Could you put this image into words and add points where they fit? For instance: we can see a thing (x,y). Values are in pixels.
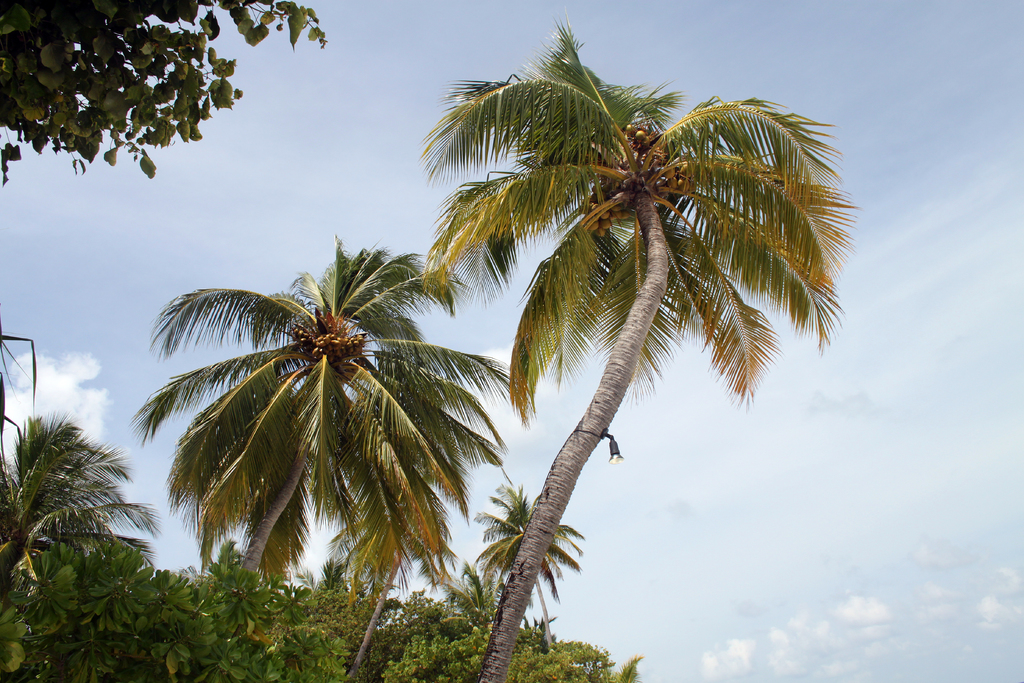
In the middle of the picture (600,291) there are coconut trees (396,483). Towards left (83,644) there are trees (332,621). At the top left corner (103,68) there are leaves (108,90) and stems (169,45). In the background (307,103) it is sky (760,556).
